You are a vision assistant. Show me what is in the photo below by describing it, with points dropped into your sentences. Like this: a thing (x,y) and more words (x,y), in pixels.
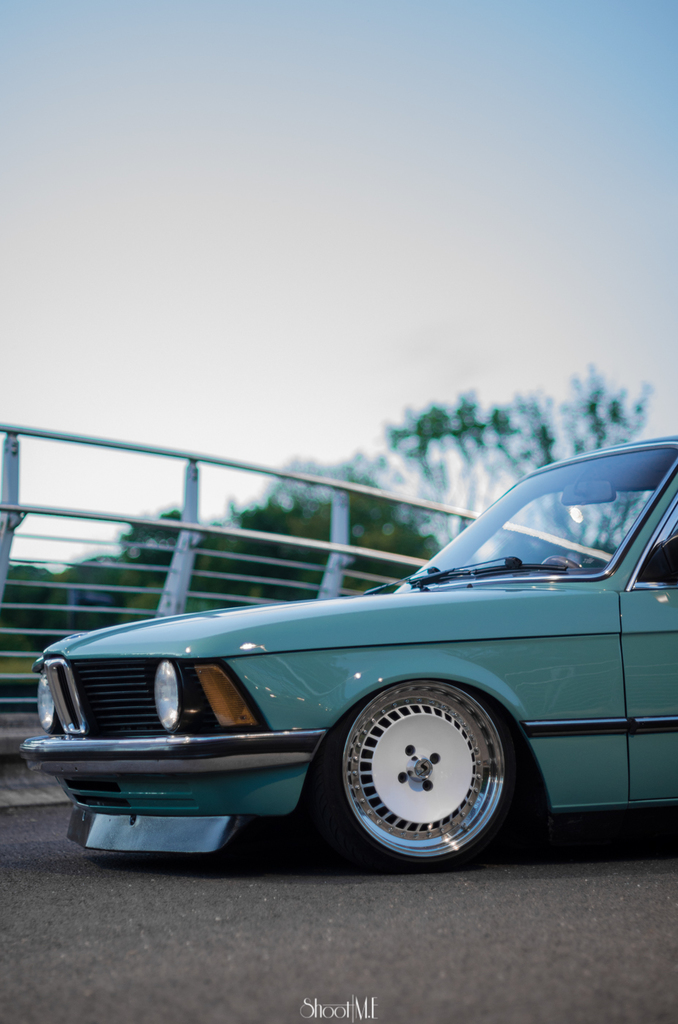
In the foreground of this image (494,549), there is a car (551,715) on the road (377,915). In the background (256,564), there is a railing (225,527), trees (423,465) and the sky (298,203).
